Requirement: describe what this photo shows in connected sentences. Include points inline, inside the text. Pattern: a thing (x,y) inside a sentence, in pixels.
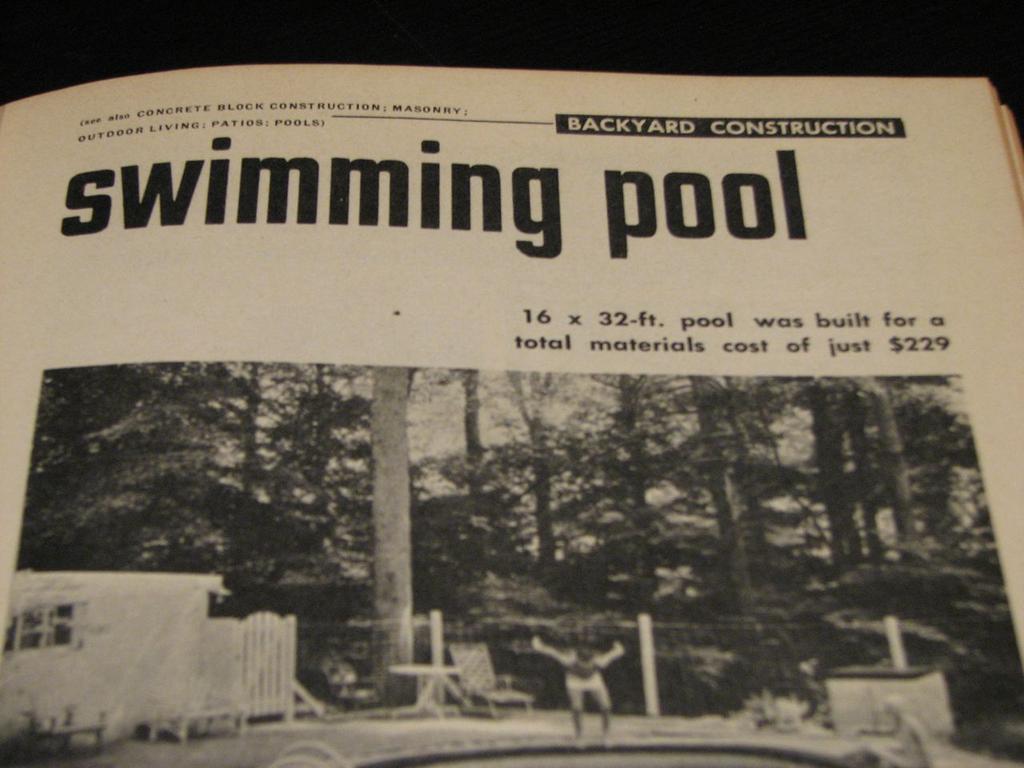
In this picture I can see the pages (444,372) of the book (452,504), where there is a photo (442,520), words (737,197) and numbers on the paper (232,237) of the book (334,408), and there is a dark background (291,23).
